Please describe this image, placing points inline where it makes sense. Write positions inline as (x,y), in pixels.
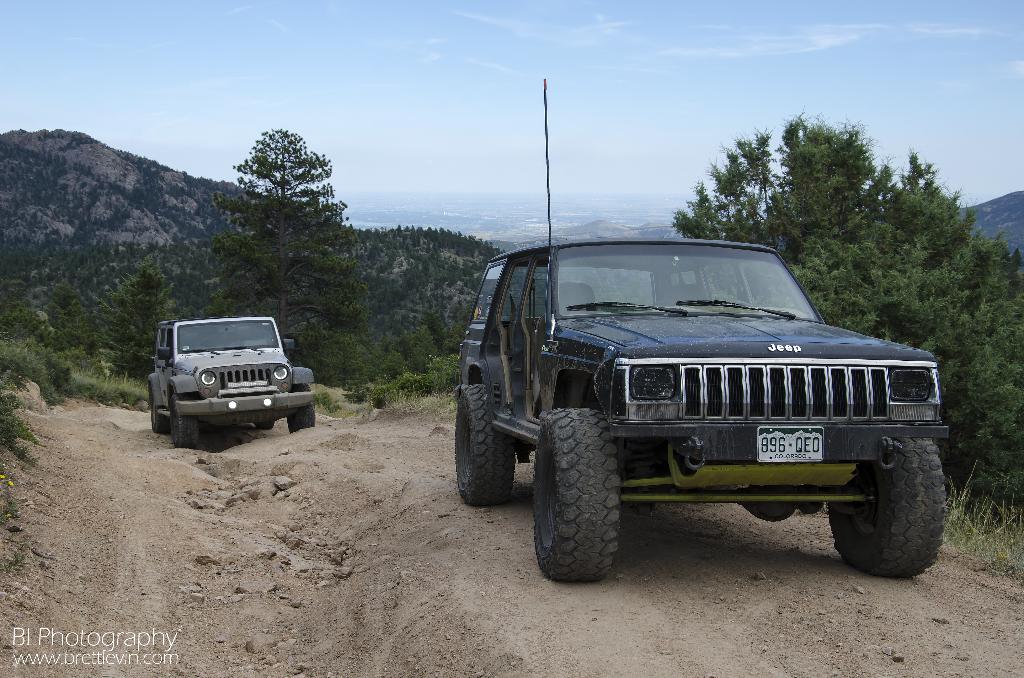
In this picture there is a black car (605,328) which is parked near to the grass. On the left (206,401) there is a grey car (255,382). In the background (280,317) we can see the mountains (33,193) and trees (963,270). At the top (654,58) we can see sky (613,43) and clouds (615,28). In the bottom left corner (146,646) there is a watermark (47,646).
